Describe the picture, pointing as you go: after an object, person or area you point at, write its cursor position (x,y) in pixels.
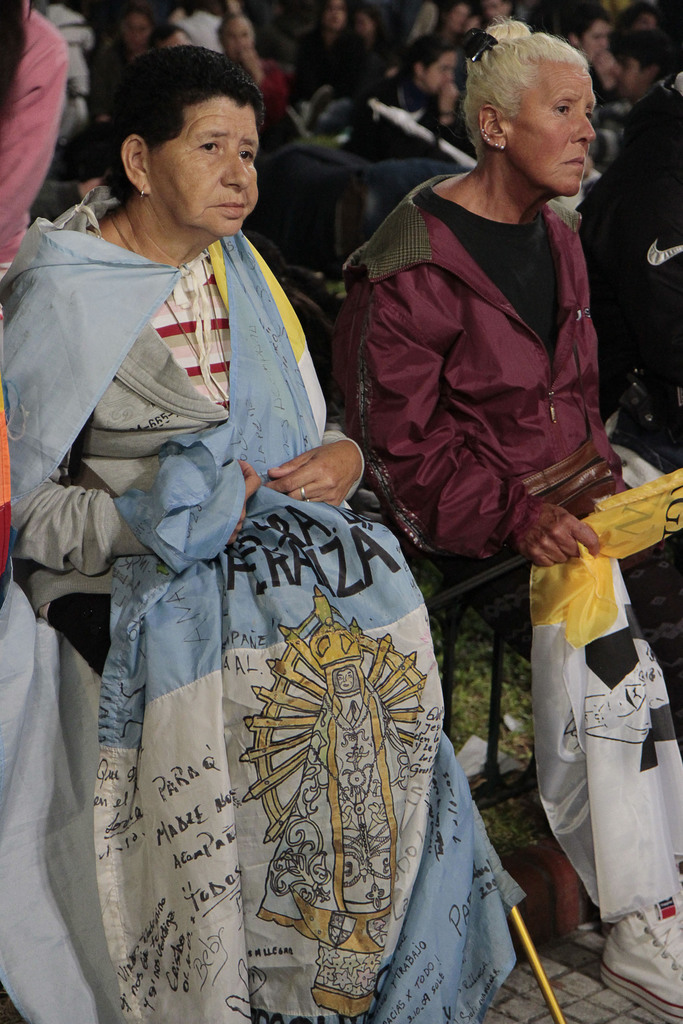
In the foreground of this image (216,533), there is a woman (181,384) holding a flag (507,885). Beside her, there is another woman (548,362) sitting and holding a flag (598,524). In the background (434,61), there are few people (633,64).
